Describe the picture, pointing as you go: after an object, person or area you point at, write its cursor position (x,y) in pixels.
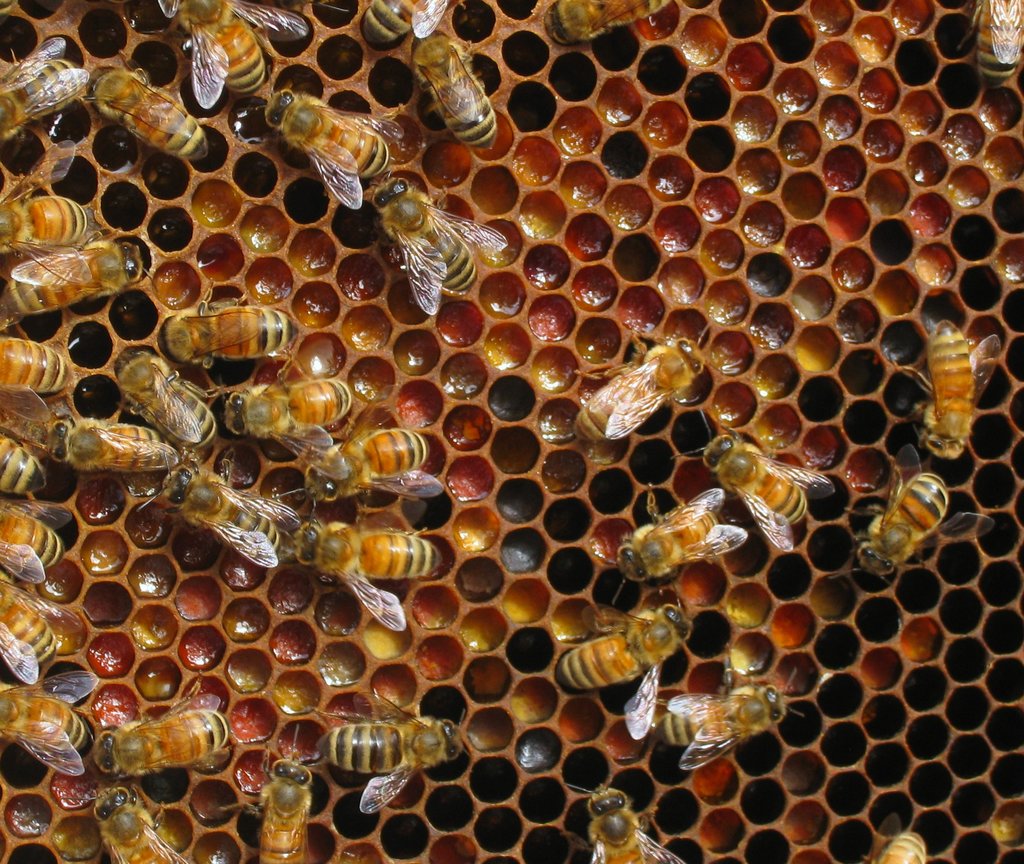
In this picture I can see the honey bees (604,10) on the pollen (684,231). On the holes (876,208) I can see the honey (510,307).
